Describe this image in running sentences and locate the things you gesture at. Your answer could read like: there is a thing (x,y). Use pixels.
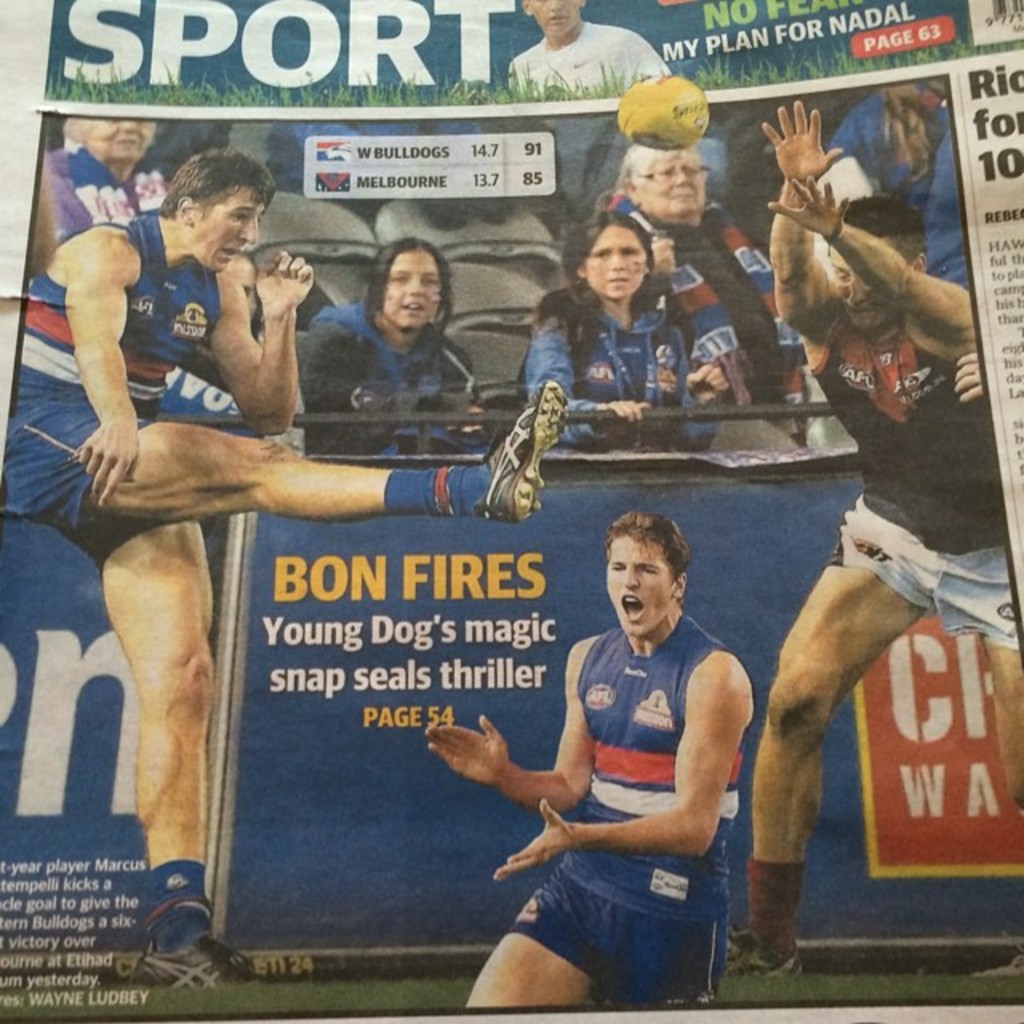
In the picture we can see a magazine (766,777) with some image (967,796) on it, we can see some sports persons (165,674) and some people (908,91) are sitting behind them in the chairs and inside the image we can see some part of the information (987,87).
